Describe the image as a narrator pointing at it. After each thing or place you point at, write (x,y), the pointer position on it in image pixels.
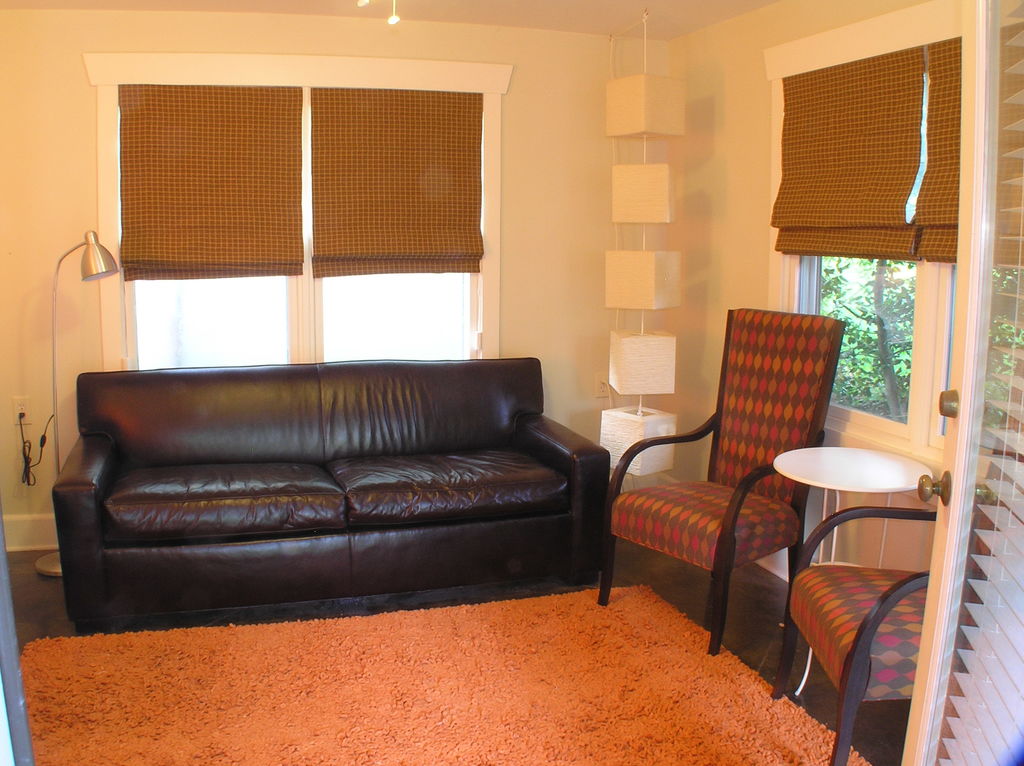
In this image we can see sofa (225,496), chairs (835,610), lamp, table (870,453), glass windows (233,306) and window blinds (343,216).
